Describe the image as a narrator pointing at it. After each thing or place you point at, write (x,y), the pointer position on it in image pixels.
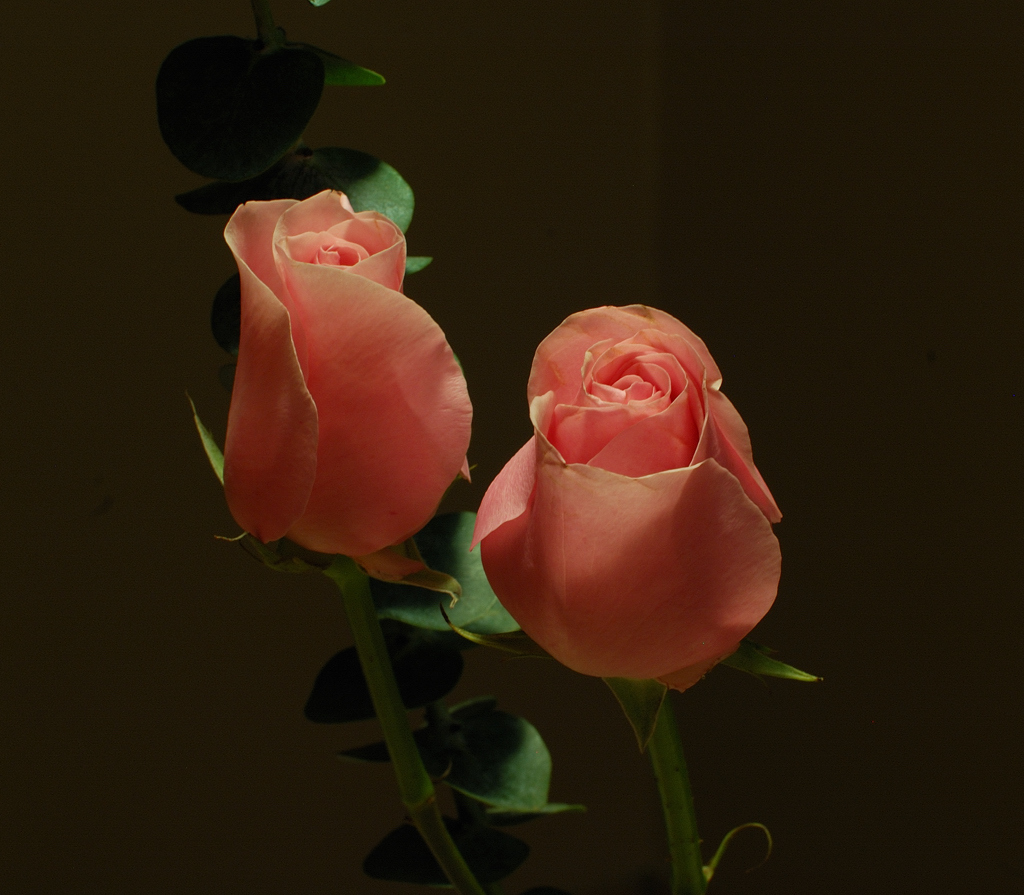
In this image there are two rose flowers (448,443). They are pink in color. There are stems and leaves (213,156). There is a dark background (19,287).
